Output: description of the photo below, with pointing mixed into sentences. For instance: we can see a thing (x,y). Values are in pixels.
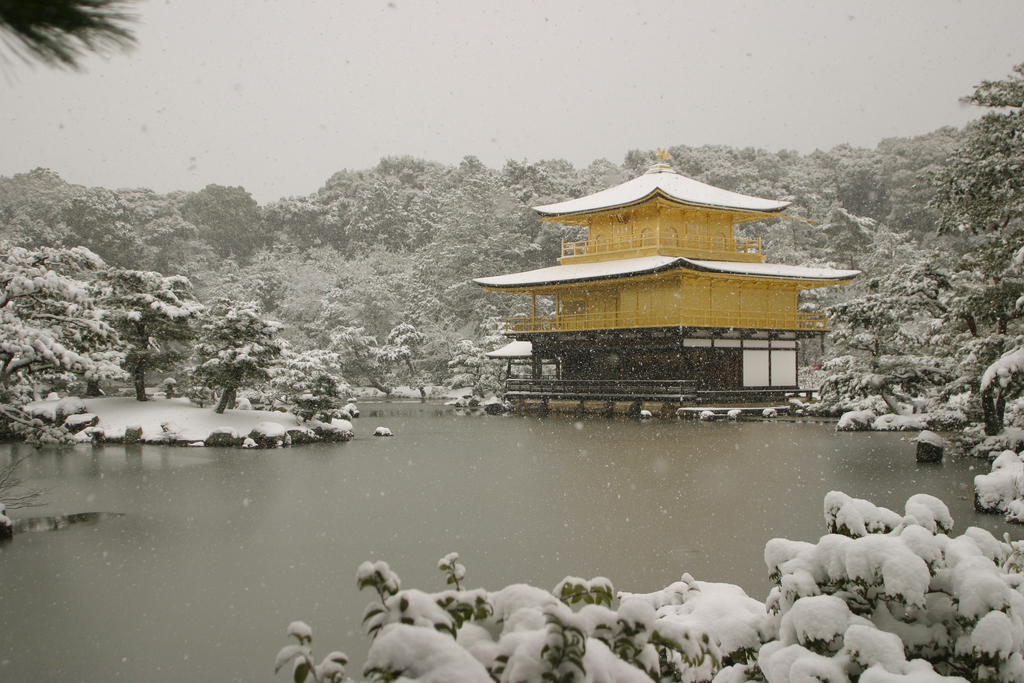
In this image we can see many trees (286,235) and plants (270,276). There is a snow (786,620) in the image. We can see the sky (604,77) in the image. There is a lake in the image. There is a house (724,289) in the image.
